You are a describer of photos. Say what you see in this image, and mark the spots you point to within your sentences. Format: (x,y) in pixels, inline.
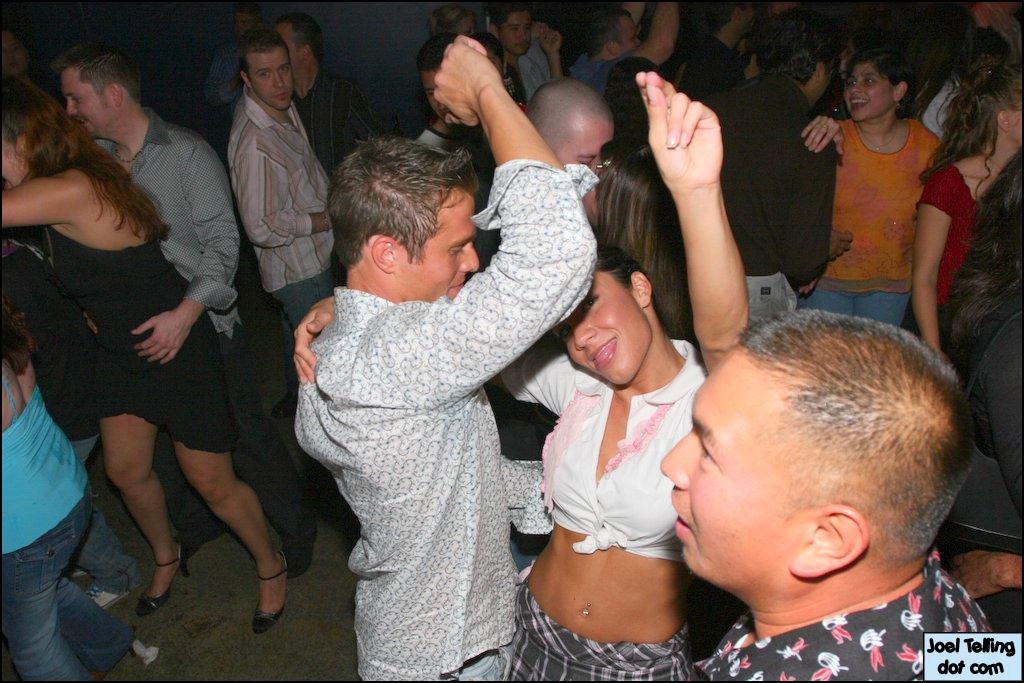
In this image we can see a few people (525,324), among them some are dancing and some are standing, at the bottom of the image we can see some text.
